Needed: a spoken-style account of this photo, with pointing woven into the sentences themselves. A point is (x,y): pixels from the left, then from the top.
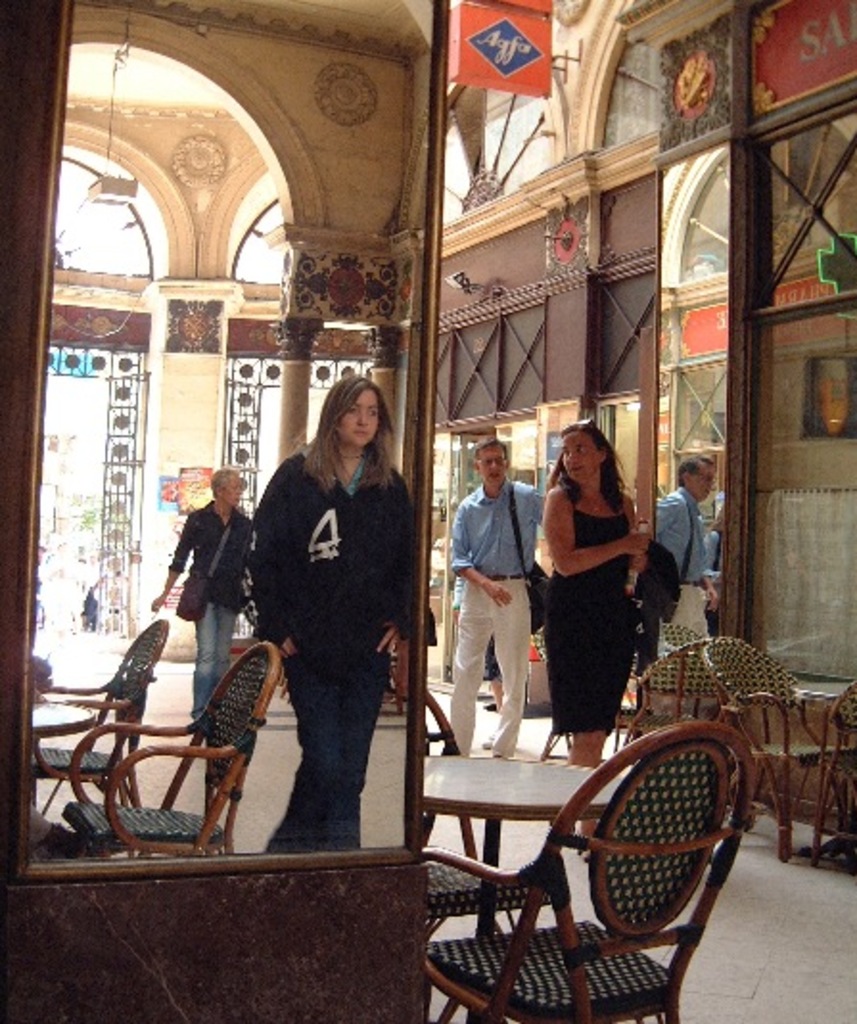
In this picture we can see persons (392,607) are standing on the floor (747,976). These are the chairs (475,1004) and there is a table (499,782). Here we can see a mirror (114,504). And this is pillar (212,362).
